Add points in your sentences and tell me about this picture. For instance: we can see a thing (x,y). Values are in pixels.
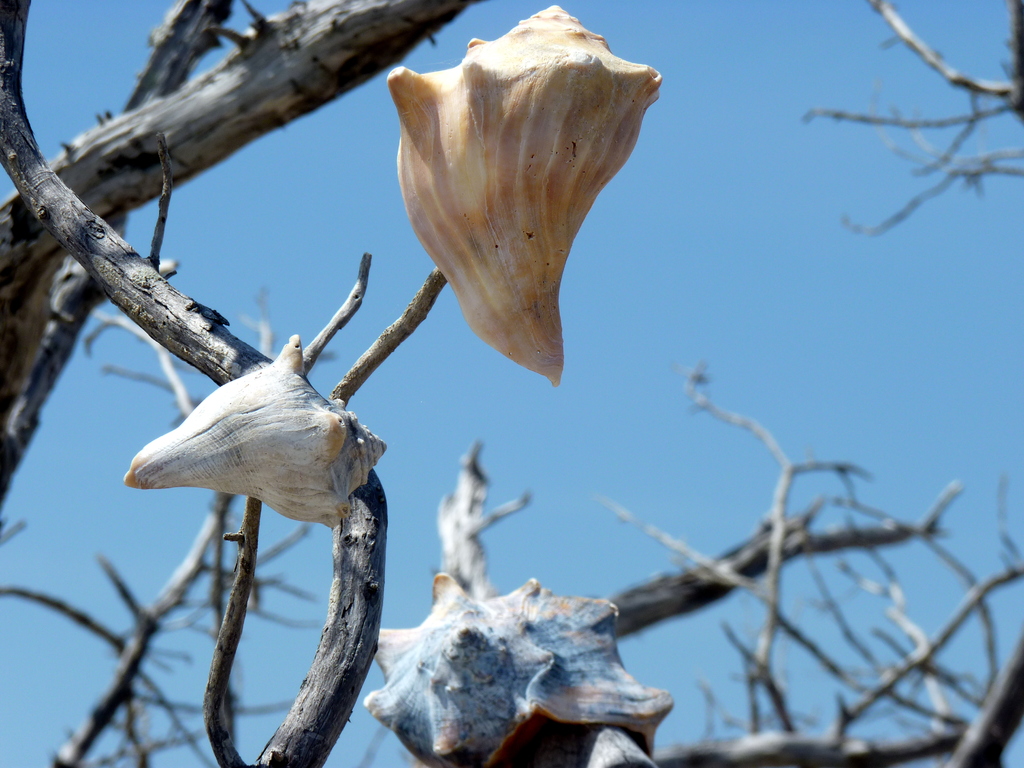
This picture is clicked outside. In the foreground (540,257) we can see some objects (518,301) hanging on the branches (384,4) of the tree (19,126). In the background (786,219) there is a sky (758,248) and the stems (885,685).
